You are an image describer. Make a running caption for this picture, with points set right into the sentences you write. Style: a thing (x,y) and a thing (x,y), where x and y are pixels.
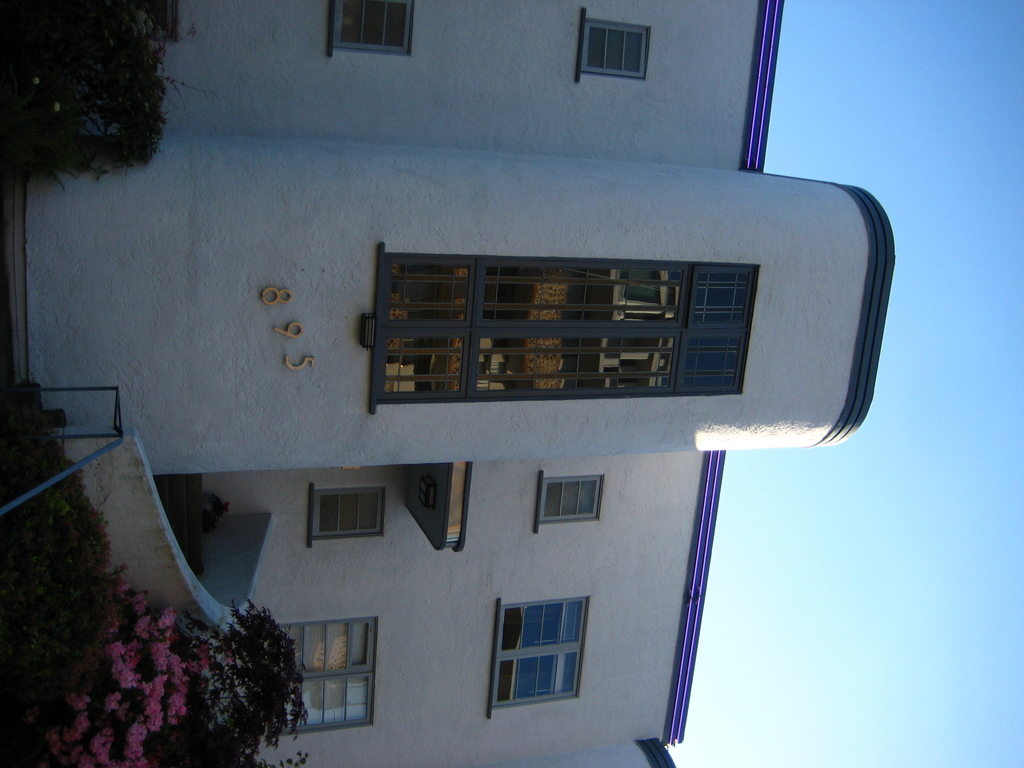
In this image there is a building (384,405) and there are numbers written on the wall (322,352) of the building (305,333) and in front of the building (83,284) there are plants (31,523) and flowers (104,690).
